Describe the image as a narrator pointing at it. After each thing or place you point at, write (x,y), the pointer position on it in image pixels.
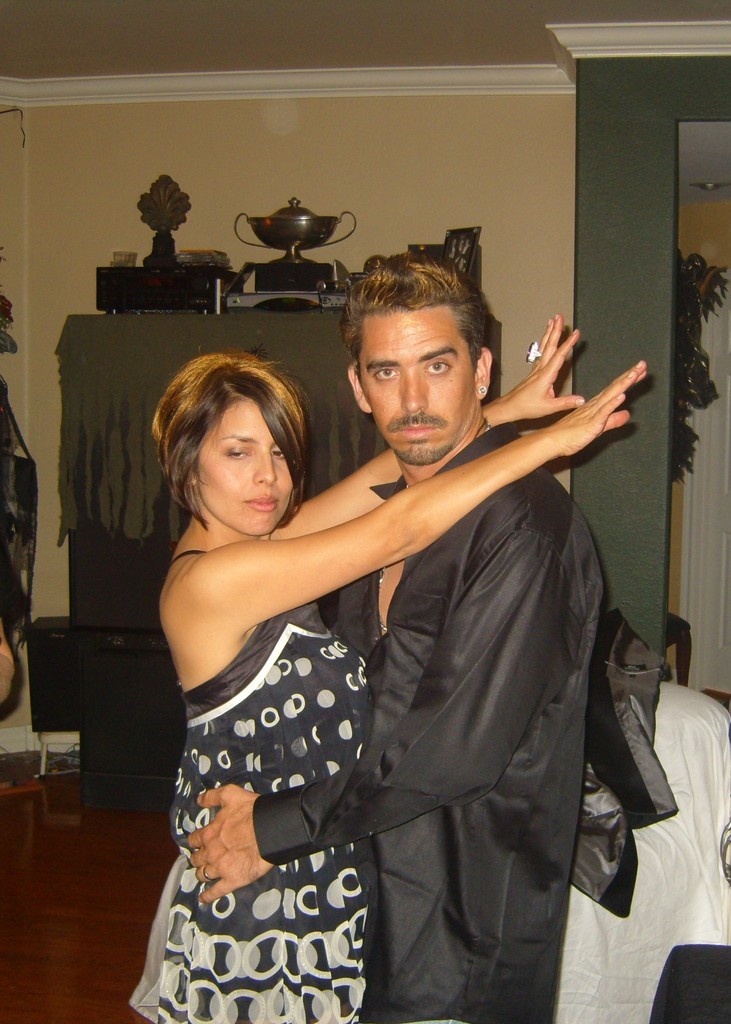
There are two persons (360,768) standing in the middle of this image (471,667) and there is a wall (510,270) in the background (526,284). We can see there are some objects (225,285) are kept on a table (126,438) on the left side of this image (151,458). There is a white colored cloth (667,874) at the bottom right corner of this image (652,902).
